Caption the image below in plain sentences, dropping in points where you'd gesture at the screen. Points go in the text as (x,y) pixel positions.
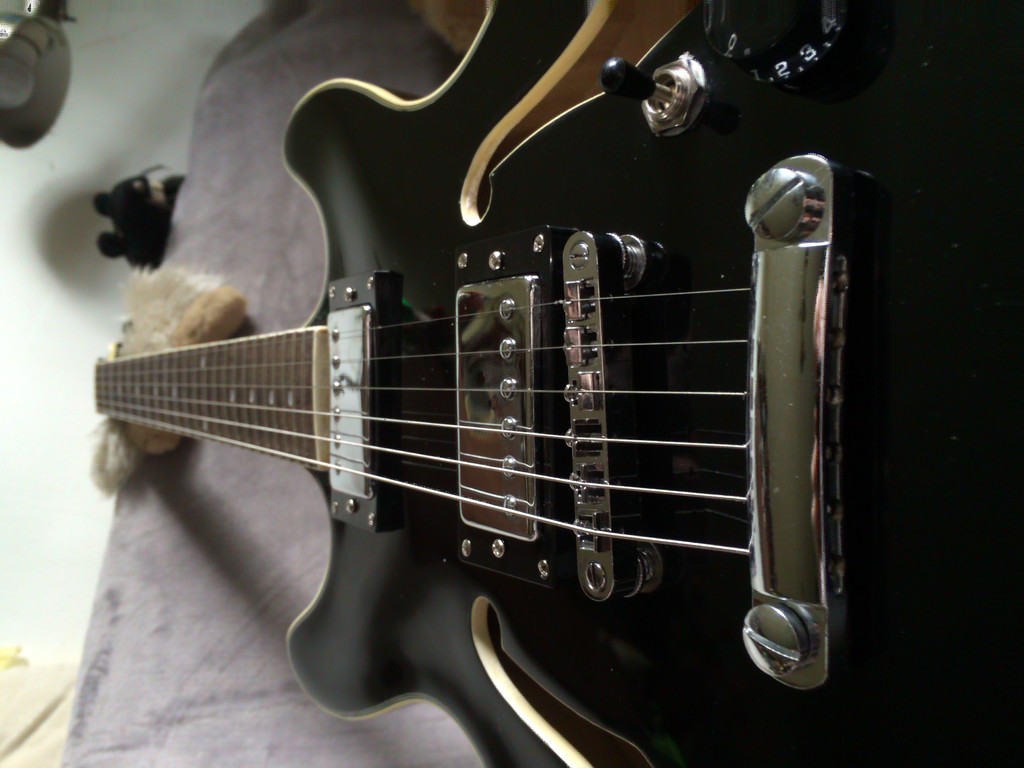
In this picture we can see a guitar (141,362) with strings (438,425), toys (182,343) and some objects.
